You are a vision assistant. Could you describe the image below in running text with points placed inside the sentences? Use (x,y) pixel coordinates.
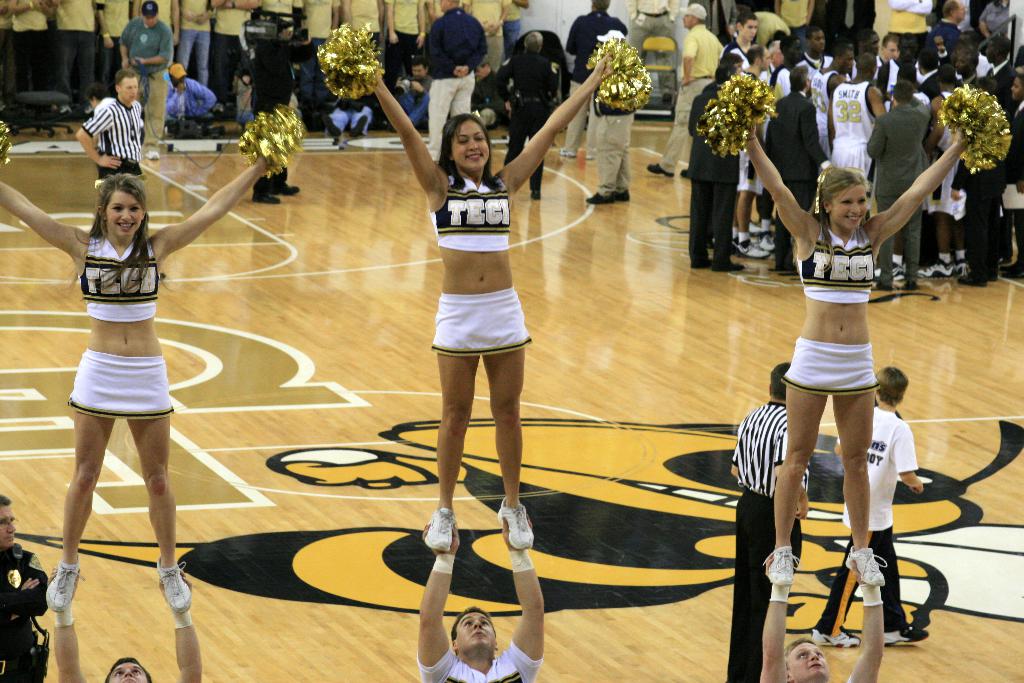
In the foreground of the picture (114,652) there are cheerleaders (455,365). The picture is taken in a basketball court (383,314). In the background (324,36) there are people (458,52) and players (849,108). In the foreground (755,507) there is a referee (757,602). On the left (33,582) there is a policeman (16,600).
